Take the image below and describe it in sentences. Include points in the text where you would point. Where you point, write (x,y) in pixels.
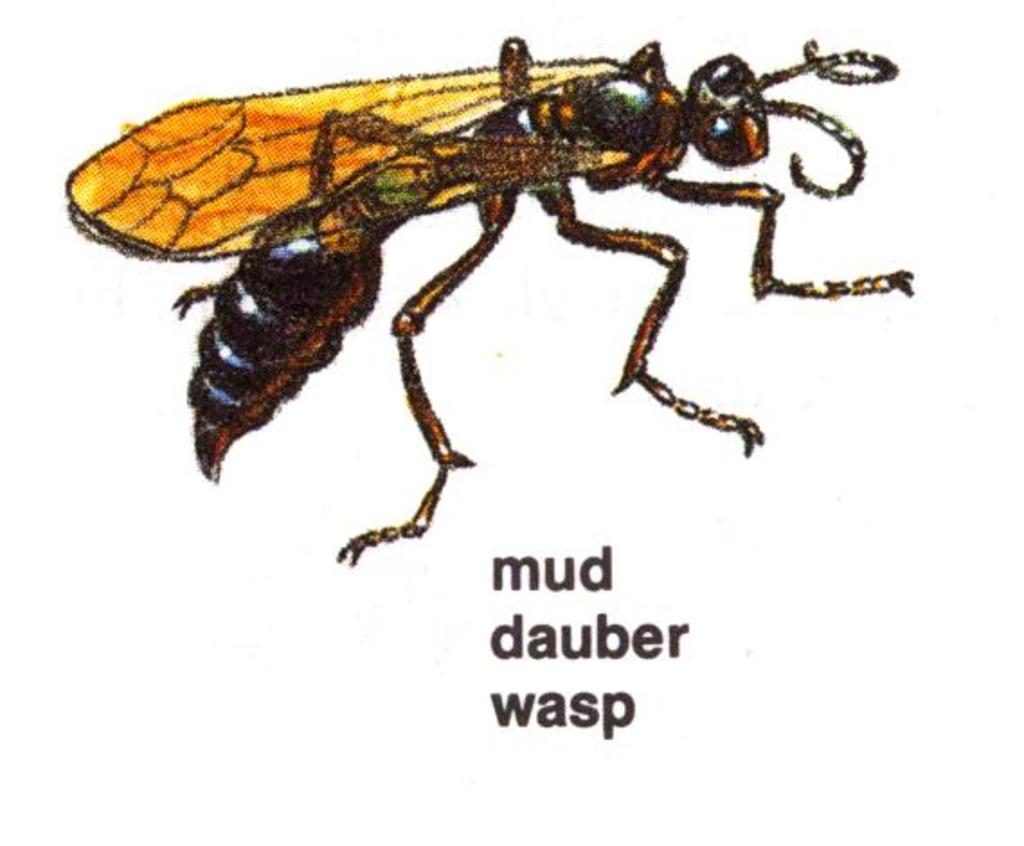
At the top of this picture (624,154) there is a drawing of a wasp (595,237). The background of the image (161,620) is white in color. At the bottom (500,645) there is a text (599,583) on the image.
